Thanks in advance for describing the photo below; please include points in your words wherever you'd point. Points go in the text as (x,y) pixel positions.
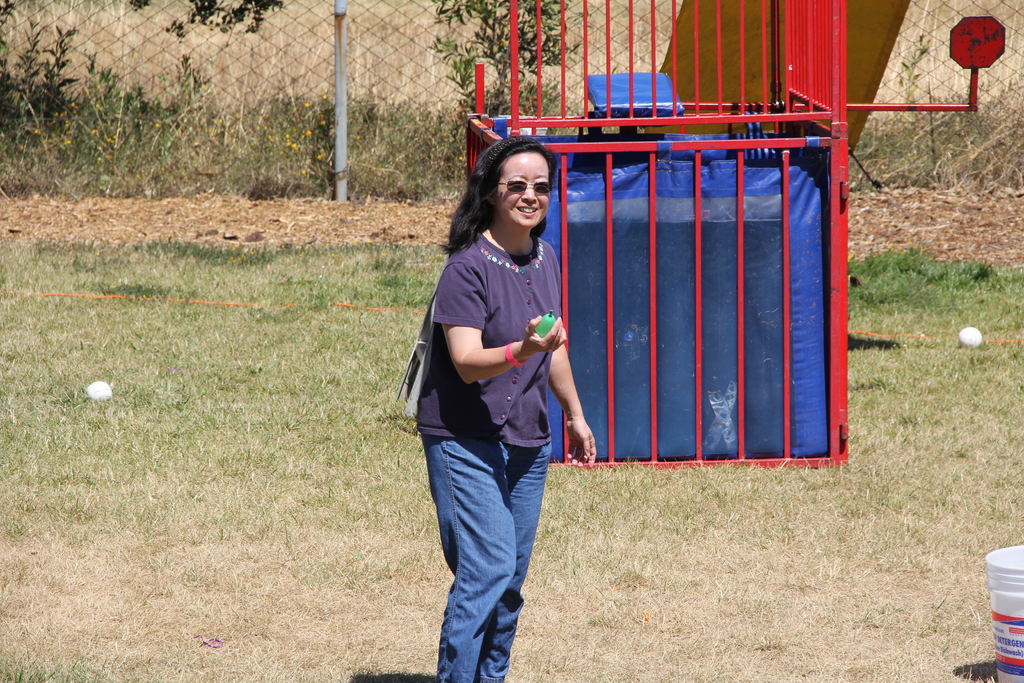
In the middle (505,357) a woman (508,374) is standing and holding an object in her hand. In the background (498,133) there is a metal object (651,204) and there is an object (677,213) in it on the ground (697,478) and there is a fence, plants (55,58), pole (338,73) and objects (99,391) on the grass (752,521) on the ground (975,592). On the right (1023,616) at the bottom corner (1005,604) there is a bucket (1023,654).
